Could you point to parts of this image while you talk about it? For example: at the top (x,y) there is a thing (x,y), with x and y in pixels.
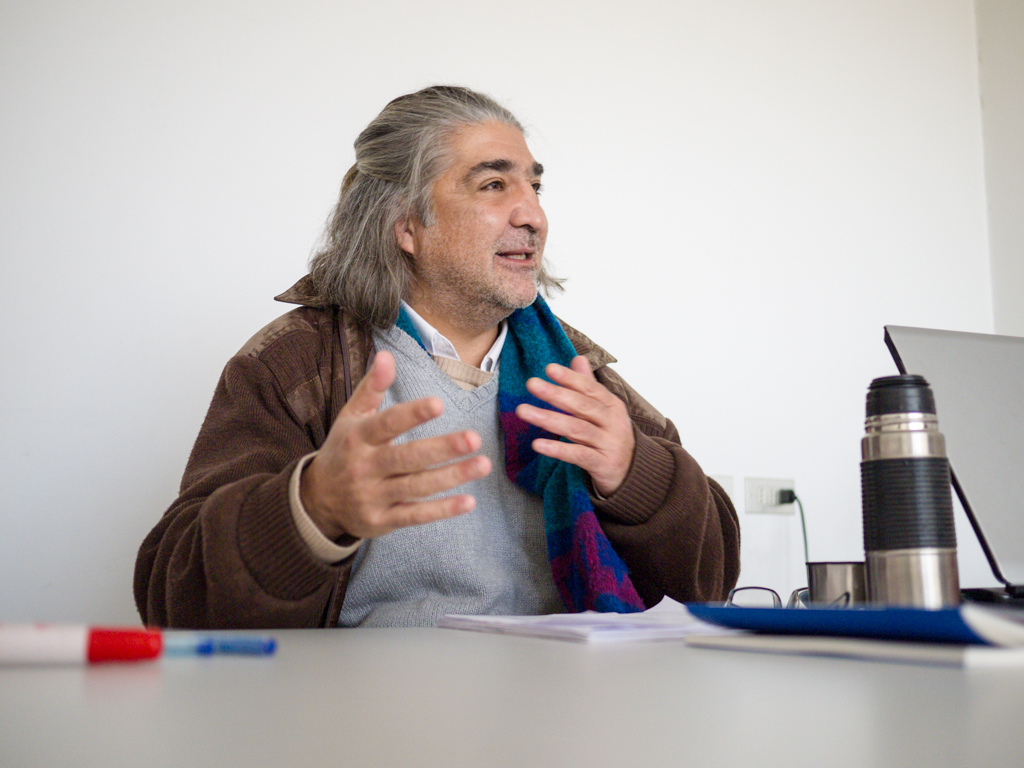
There is a person (512,398) wearing a jacket (154,620) and sitting. In front of him there is a table (488,692). On the table (612,712) there are pens (191,640), books (818,633), bottles (906,532), specs (763,589), papers (598,625) and a laptop (1002,575). In the background (790,196) there is a wall (741,217). On the wall (745,475) there is a socket (750,483) with plug (785,498).
